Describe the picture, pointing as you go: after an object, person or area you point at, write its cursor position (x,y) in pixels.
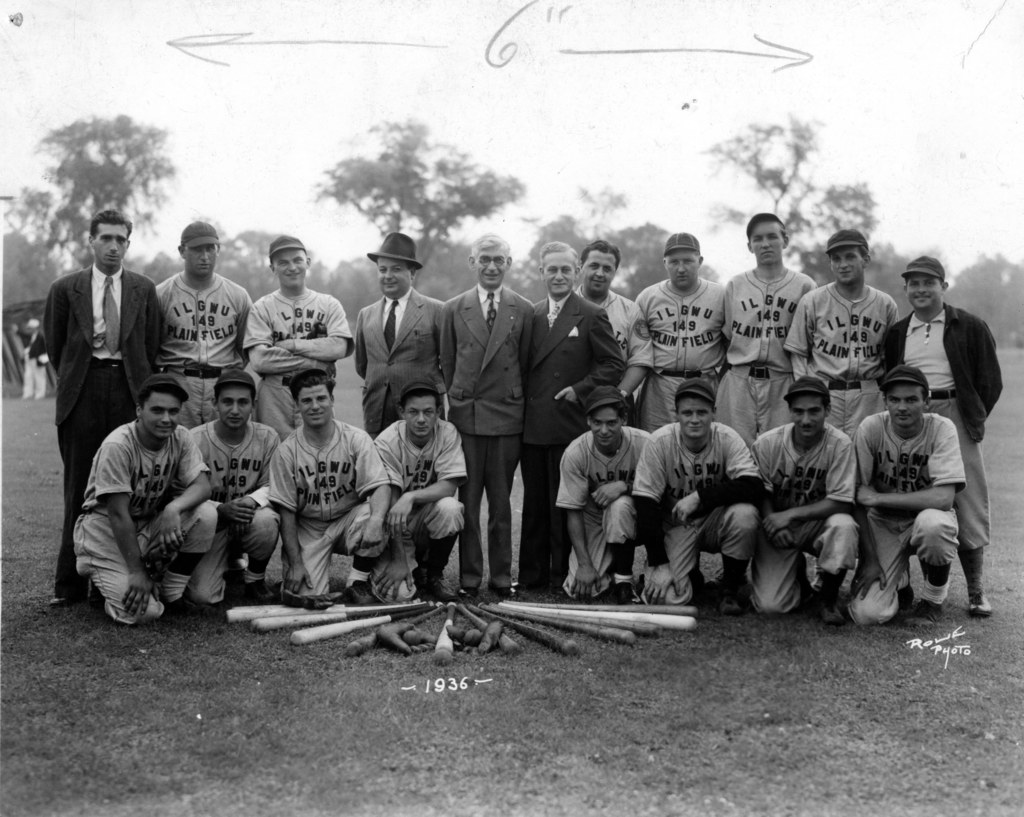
This is a black and white image. In this image we can see a group of people (558,396) standing on the ground (514,547) and some people (410,509) sitting on their knees (264,507). We can also see some baseball bats (264,610) placed on the grass (471,603). On the backside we can see a group of trees (150,179) and the sky (141,210). We can also see some text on this image.
